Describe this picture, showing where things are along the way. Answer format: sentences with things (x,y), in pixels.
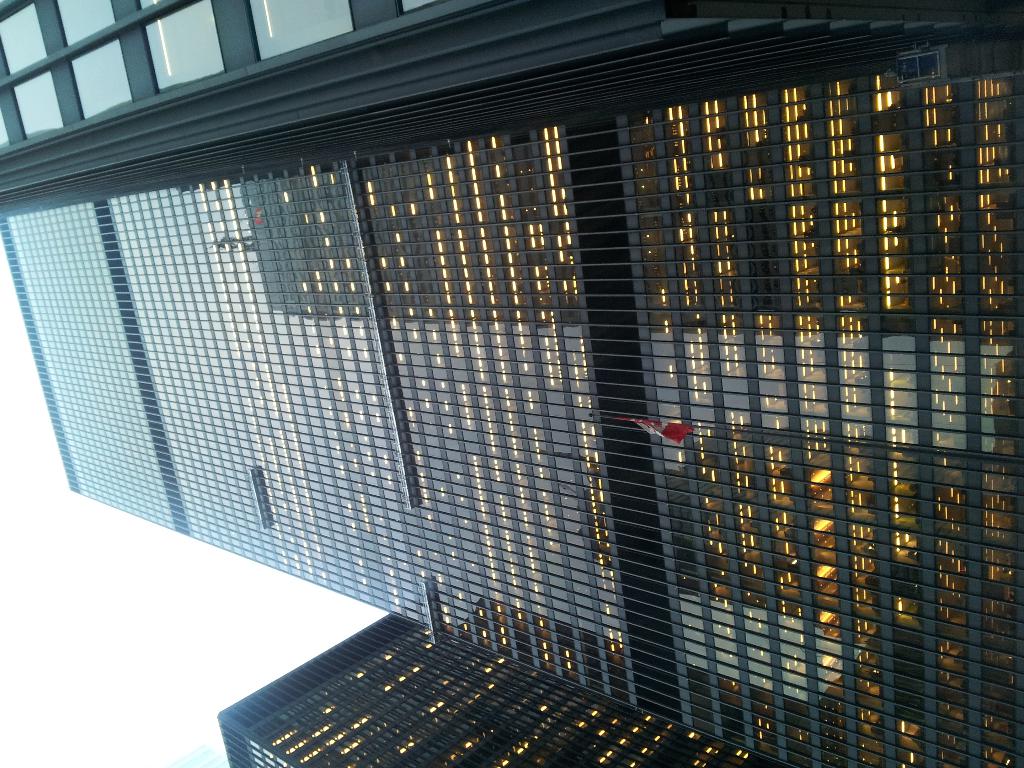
In this picture there are skyscrapers (248,390) and buildings (462,591). The building (244,260) have glass windows (895,249). Sky (108,667) is cloudy.
